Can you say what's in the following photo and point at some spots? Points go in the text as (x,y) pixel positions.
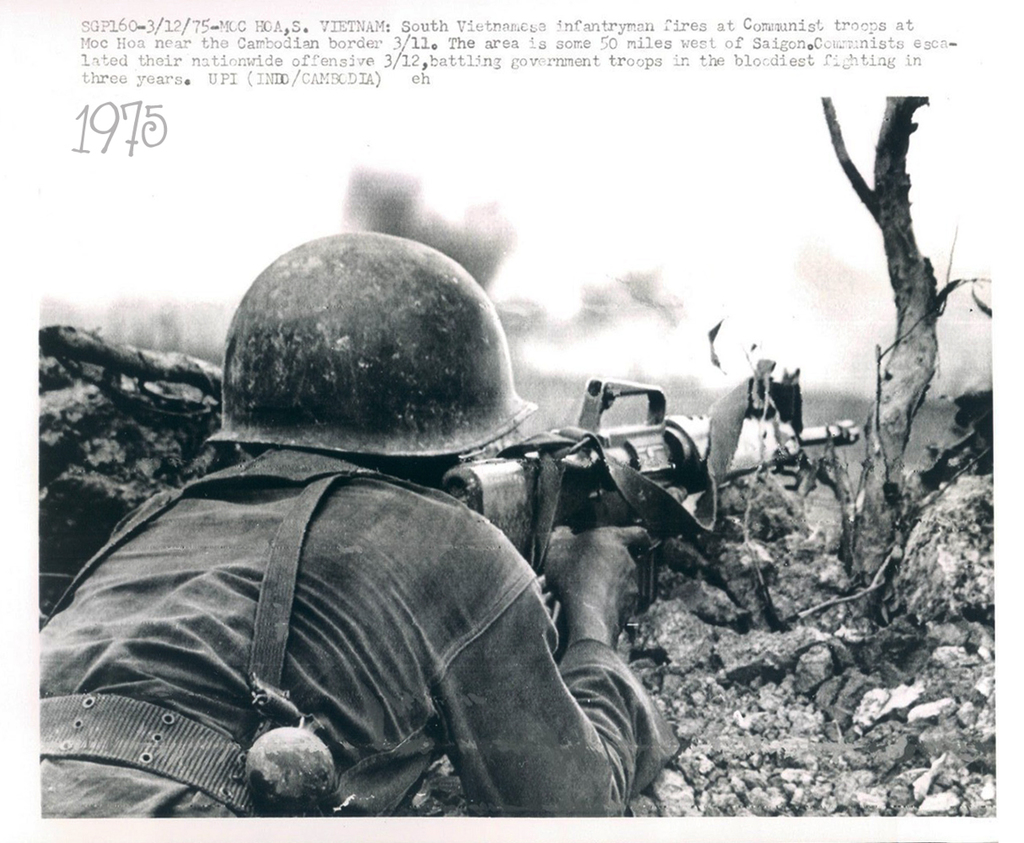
This picture shows a man (590,620) laying on the ground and he is holding a gun (627,500) in his hand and he wore helmet (348,395) and we see a tree (929,286) on the side and we see text (460,21) on the picture.
